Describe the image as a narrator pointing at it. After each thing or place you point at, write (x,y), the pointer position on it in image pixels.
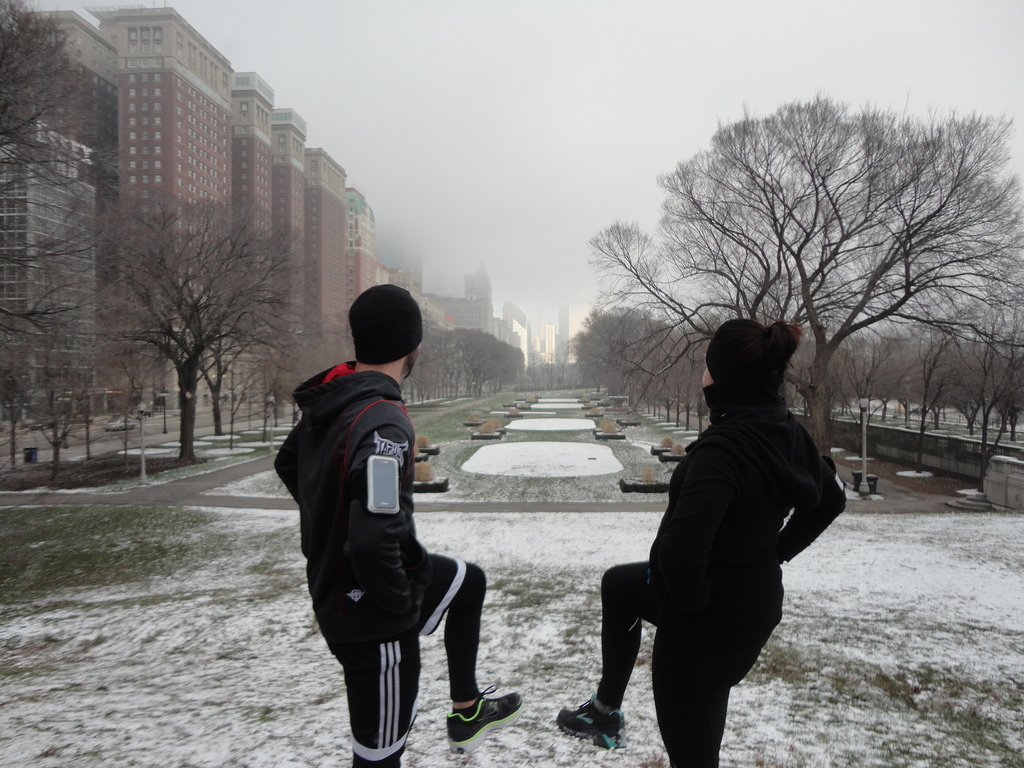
In this image I can see few buildings (233,149), windows (148,40), trees (679,221), snow (447,672), poles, sky (538,18) and two people (659,594) are standing.
